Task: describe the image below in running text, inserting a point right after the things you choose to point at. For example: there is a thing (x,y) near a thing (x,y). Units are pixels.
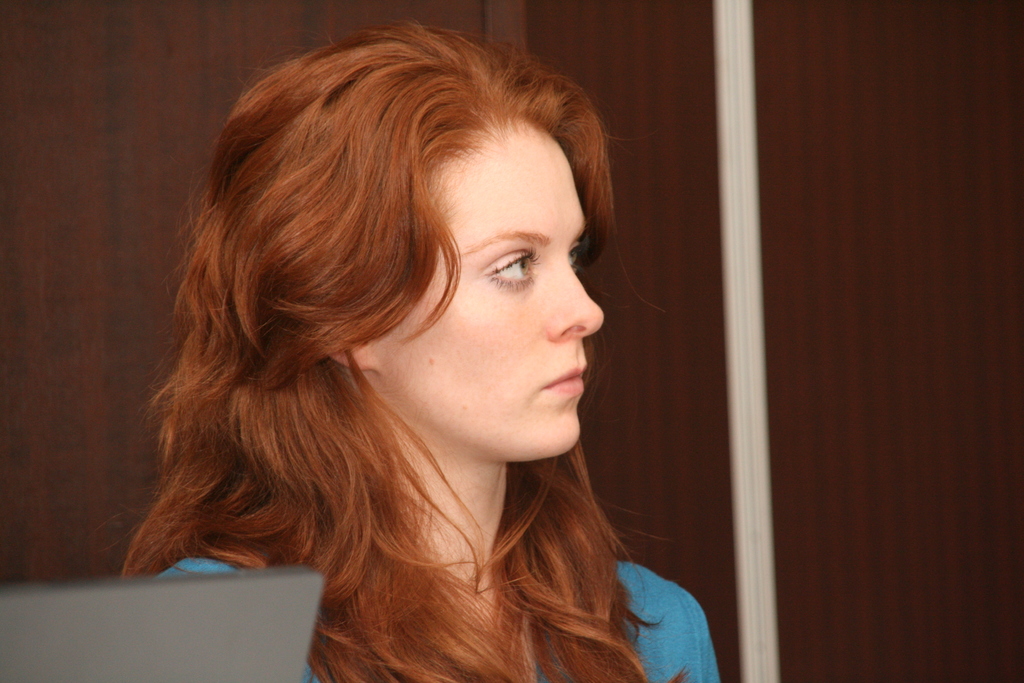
In this image in front (357,673) there is a woman (377,274). Beside her there is some object (88,664). Behind her there is a wooden cupboard (832,422).
